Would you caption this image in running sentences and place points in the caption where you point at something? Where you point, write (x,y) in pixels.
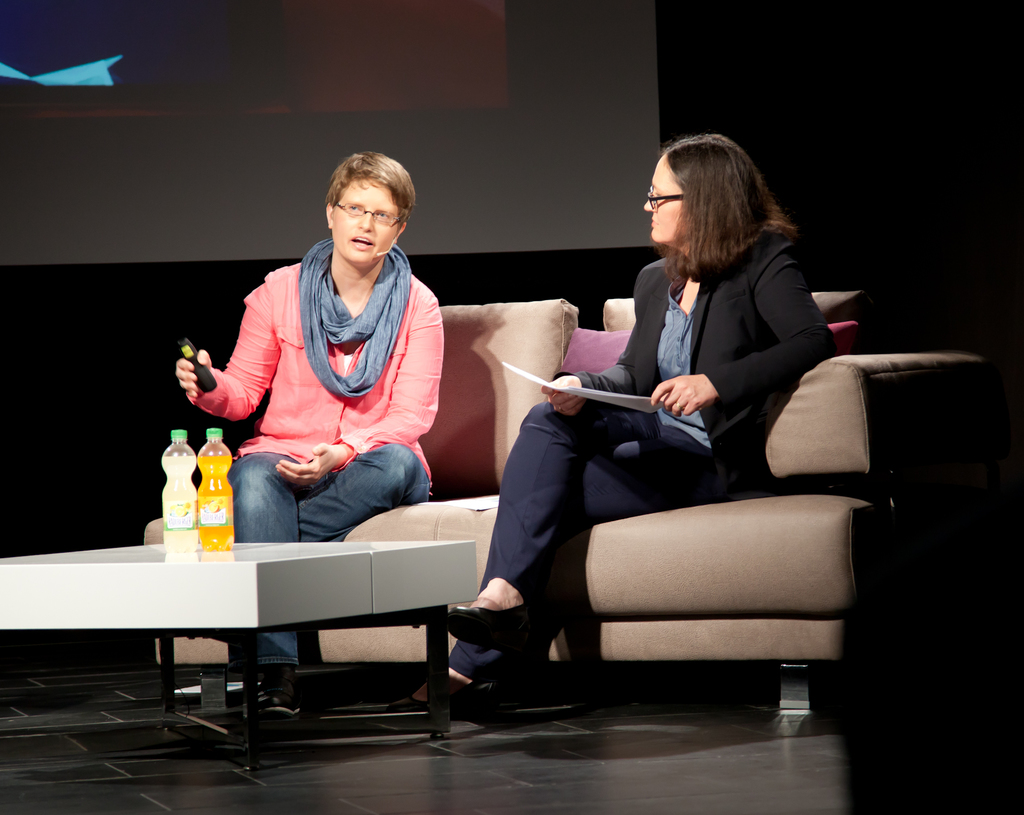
There are two women (562,477) sitting on sofa (475,487) in front of them there is a table (198,632) and cool drink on it.
